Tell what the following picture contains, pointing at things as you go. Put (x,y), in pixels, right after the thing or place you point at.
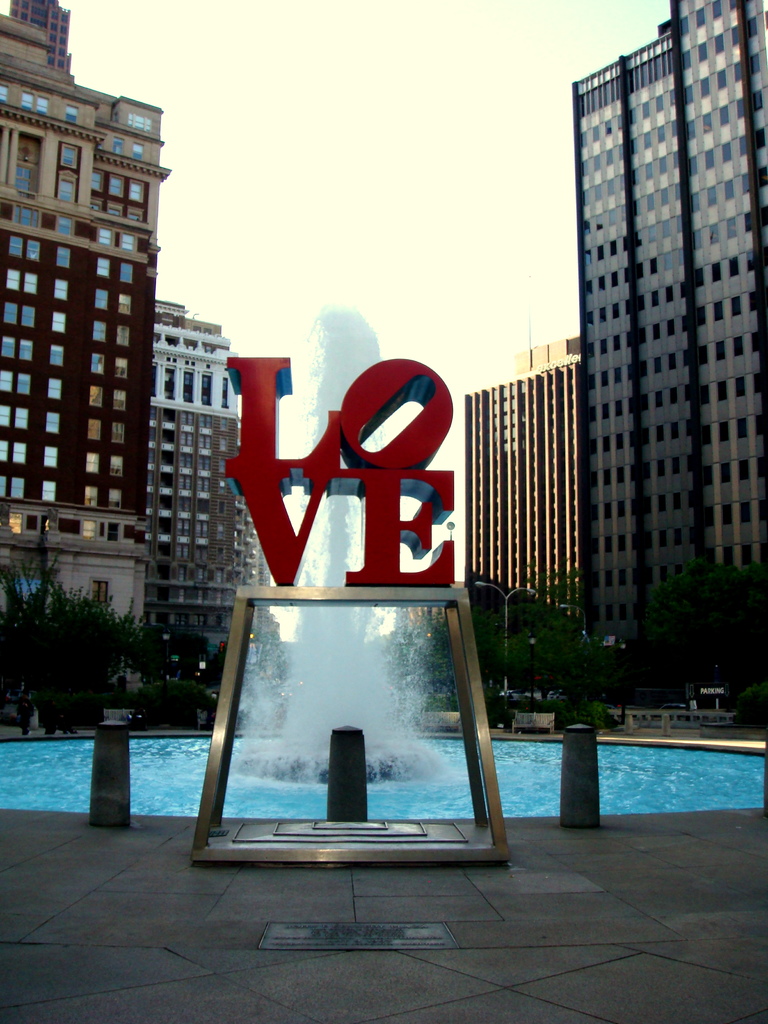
In this image we can see few buildings (568,460). There is a sky (361,136) in the image. There is a fountain (336,714) in the image. There is an object (387,488) in the image. There are many trees (91,681) and plants (499,658) in the image.
